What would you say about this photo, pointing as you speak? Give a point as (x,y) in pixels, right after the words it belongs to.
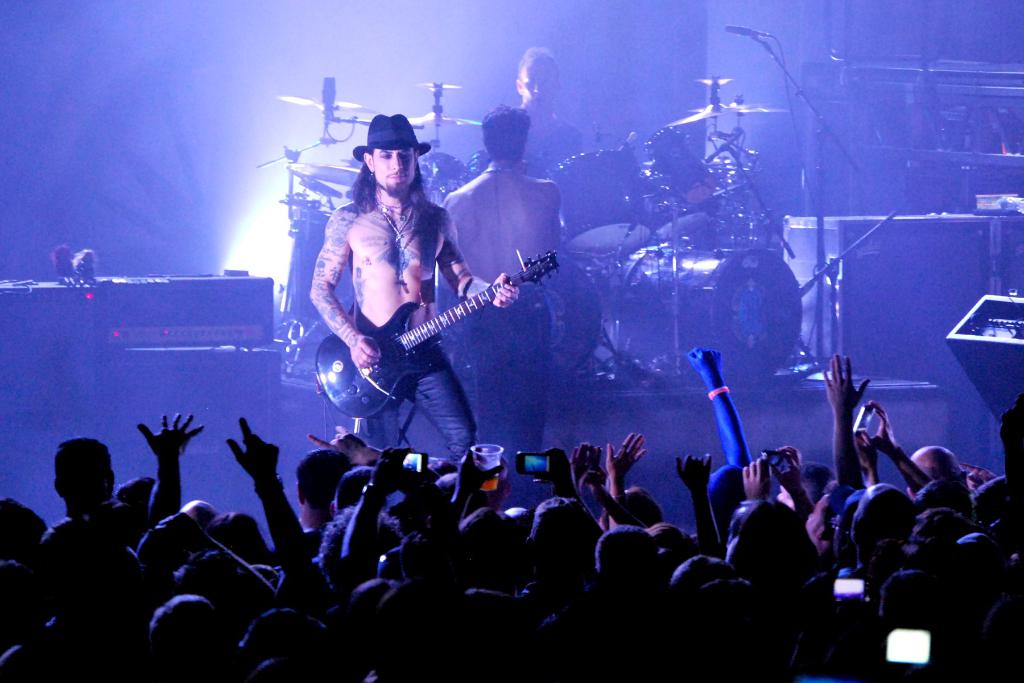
There are three musicians (455,237) in this image performing at the stage (650,396) in front of the crowd (468,560). Man (439,243) in the center (404,268) is wearing a black colour hat (401,133) and holding a guitar (390,340) in his hand (367,346) and is looking at the crowd (508,534). In the background (510,222) man (524,227) is standing and speaking to this man (544,108) in the sitting in front of the drums (623,198). At the left side (171,311) there is speakers (169,338) and light (262,206). At the right side (730,30) there is a mic (747,36) and stand (848,148).
